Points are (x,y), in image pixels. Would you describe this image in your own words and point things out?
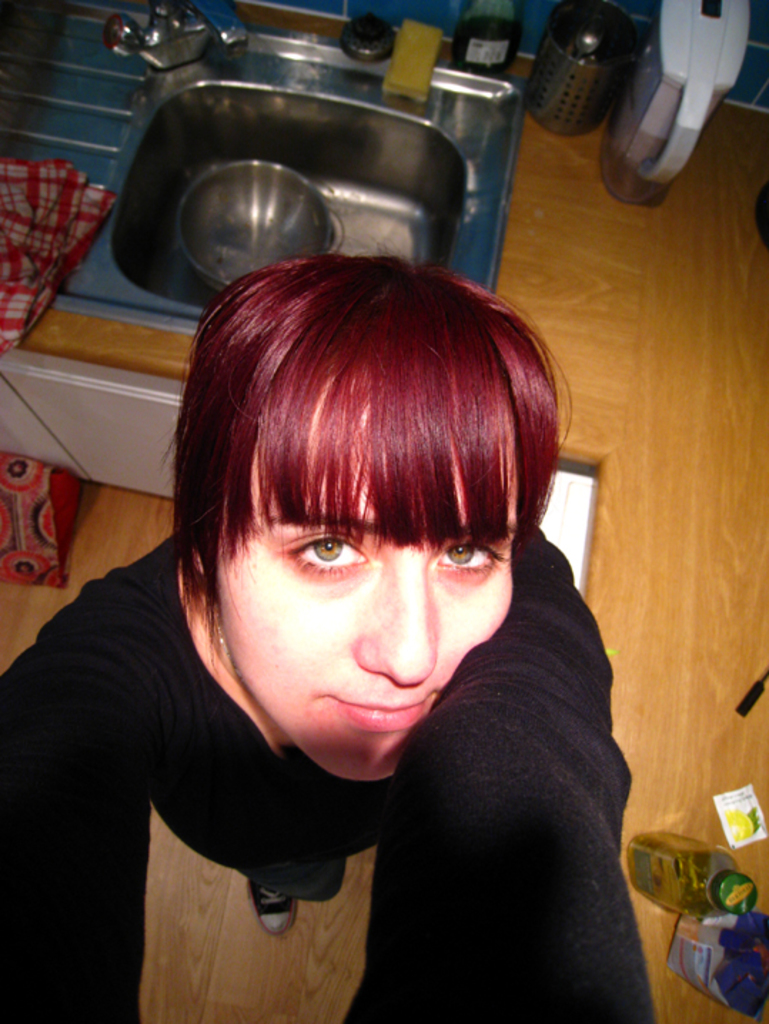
In the image there is a woman (251,515) in black t-shirt (556,660) standing in the front (219,712) and behind there is a wash basin (160,209) with utensils (608,105) beside it.
